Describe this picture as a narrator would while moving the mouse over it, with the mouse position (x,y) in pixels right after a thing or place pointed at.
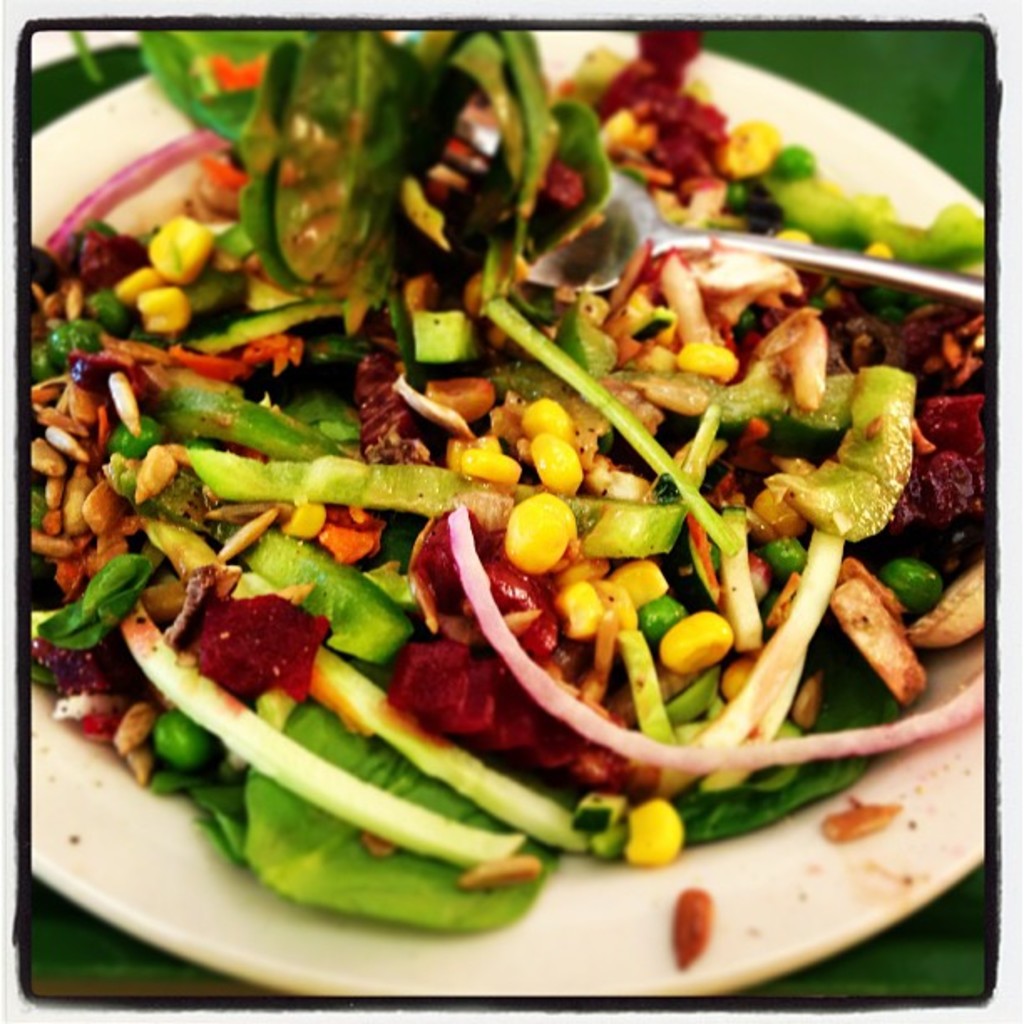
In the center of the image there is a plate (363,989) in which there is some food item (225,67) in it.
